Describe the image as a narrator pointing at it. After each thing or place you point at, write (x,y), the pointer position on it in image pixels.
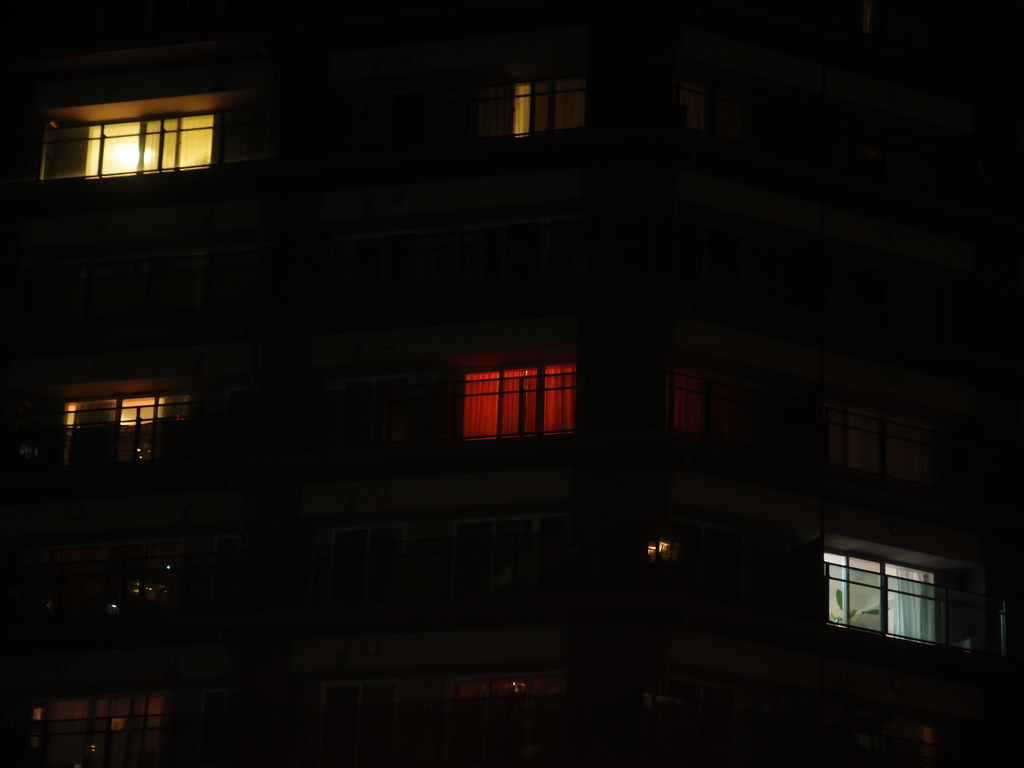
In the center of the image (639,276) there is a building (129,395) with windows (568,223). This image is taken during the night time.
